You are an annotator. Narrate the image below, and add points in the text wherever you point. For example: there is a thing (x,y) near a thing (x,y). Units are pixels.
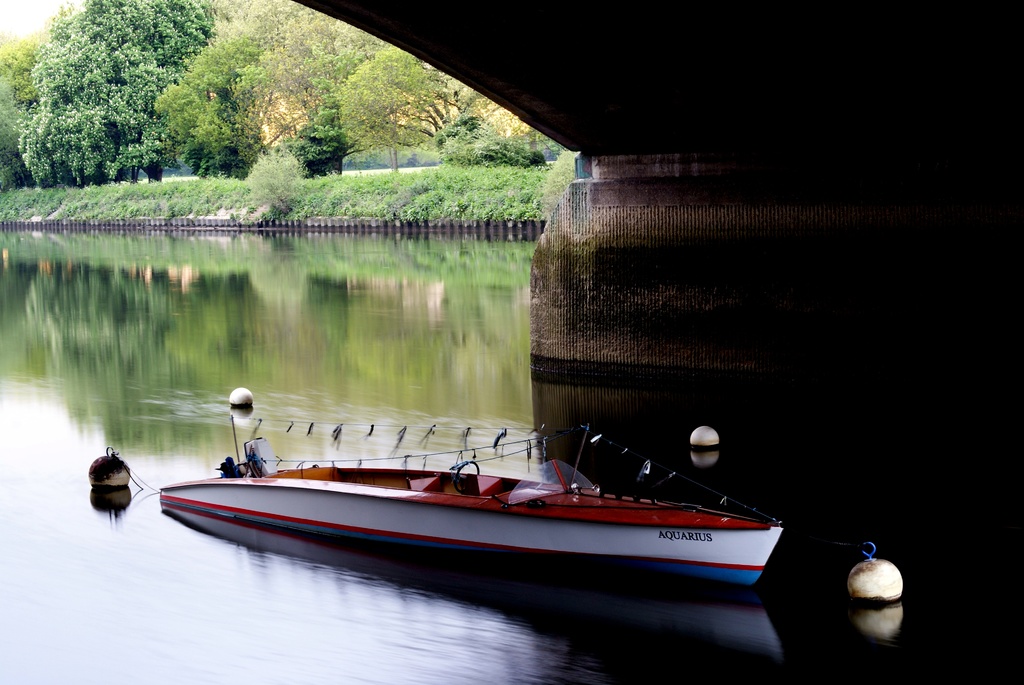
In this image I can see water (508,611). There is a boat (246,501), there are trees (258,130), plants (256,160) and there are some objects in the water (790,521).
